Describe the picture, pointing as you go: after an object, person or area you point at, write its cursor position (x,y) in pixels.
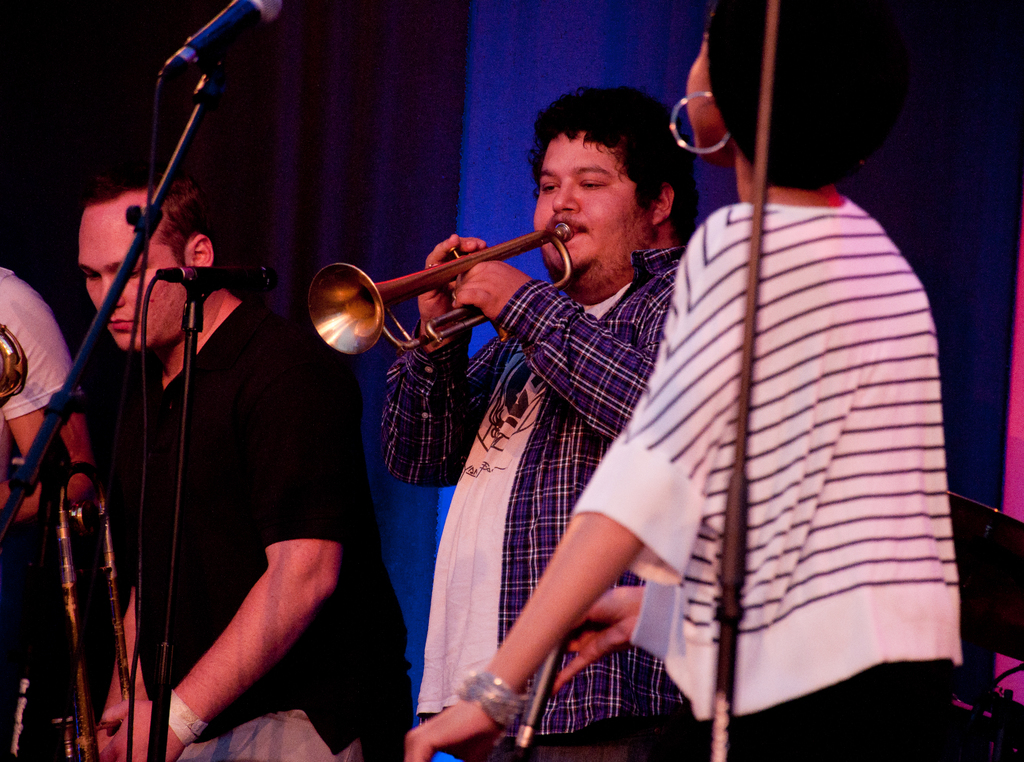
In this image I can see the group of people (353,450) with different color dresses (319,476). I can see one person (410,358) is holding the musical instrument (449,324). There is a mic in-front of these people (155,563). And there is a blue color background (524,61).
